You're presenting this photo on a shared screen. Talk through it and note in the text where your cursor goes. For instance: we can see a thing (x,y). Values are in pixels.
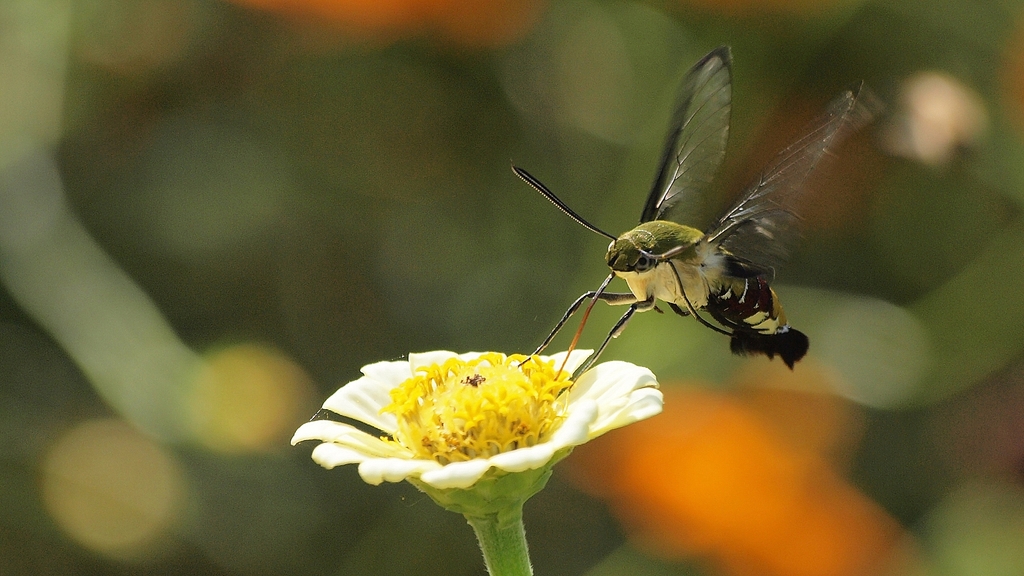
In this image, we can see a moth (624,316) hovering over the white color flower (541,381) and there is a blur background (1016,214).
